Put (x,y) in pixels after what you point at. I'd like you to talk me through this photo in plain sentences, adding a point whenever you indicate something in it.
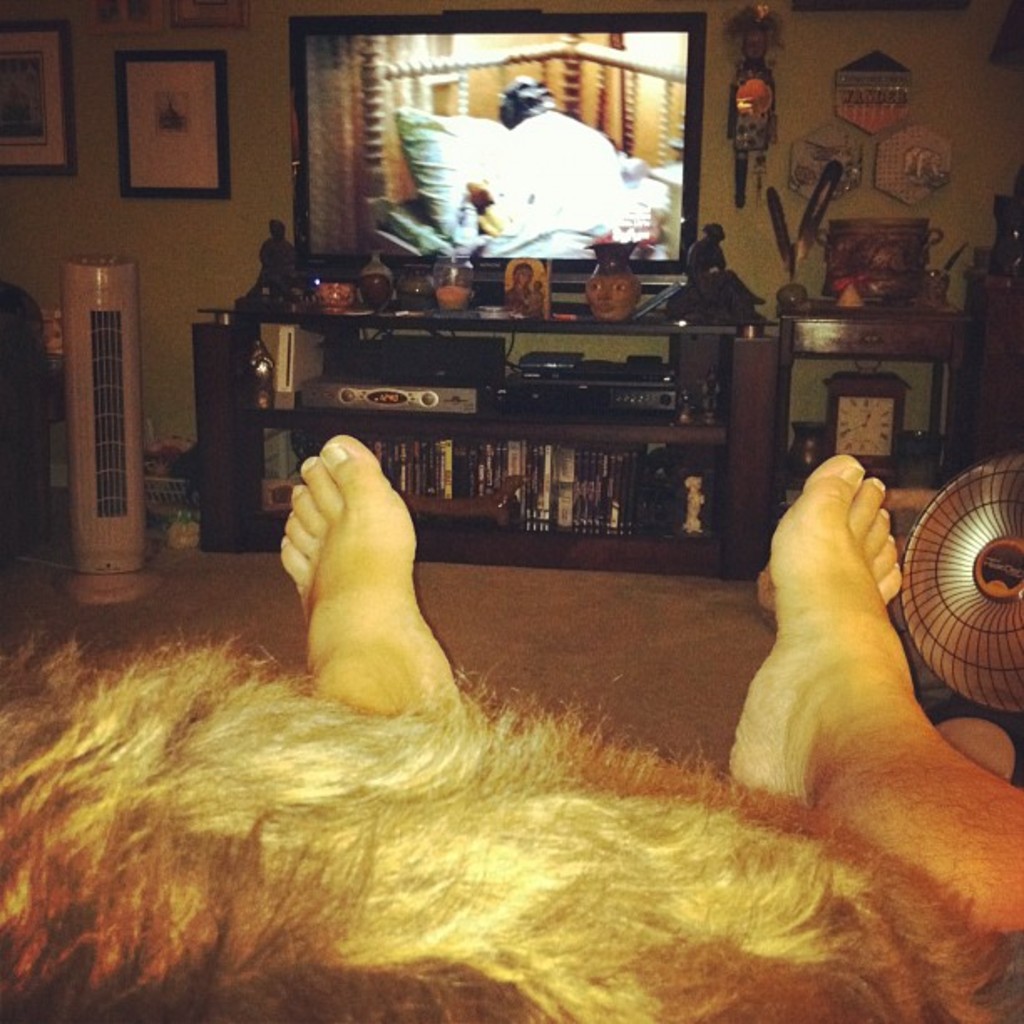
In the foreground (470,868) we can see the legs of a person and a woolen cloth (550,963). On the right side (986,631) we can see a table fan (1000,678) on the floor (276,612). On the backside (658,438) we can see a table (678,435) containing a television (678,263) and some devices (285,367) on it. We can also see a vase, some objects (524,289) and a group of books (561,493) placed in the racks (511,506). We can also see a tower fan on the surface (174,623), a clock (882,464) and some objects (919,252) on a table (829,330) and some frames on a wall (790,224).
